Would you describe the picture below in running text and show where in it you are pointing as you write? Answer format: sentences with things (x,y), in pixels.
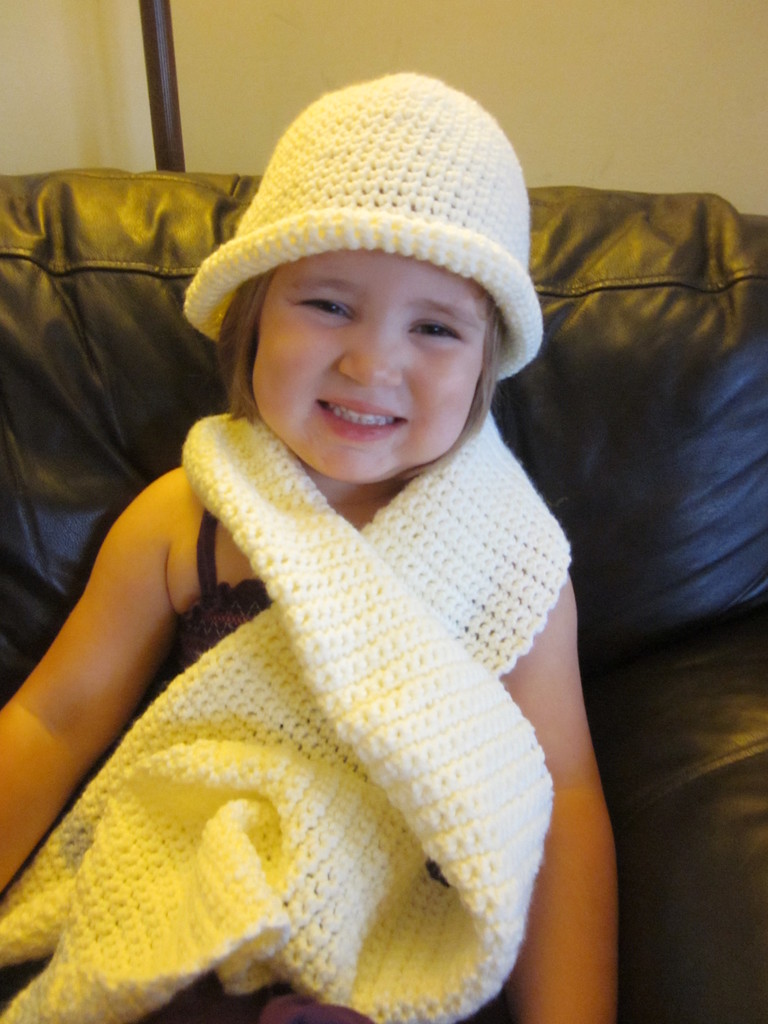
In this image there is a girl (460,442) with a cap (423,146) and scarf (343,568) is smiling and sitting on the couch (31,280), and in the background (623,101) there is a wall (534,95).
